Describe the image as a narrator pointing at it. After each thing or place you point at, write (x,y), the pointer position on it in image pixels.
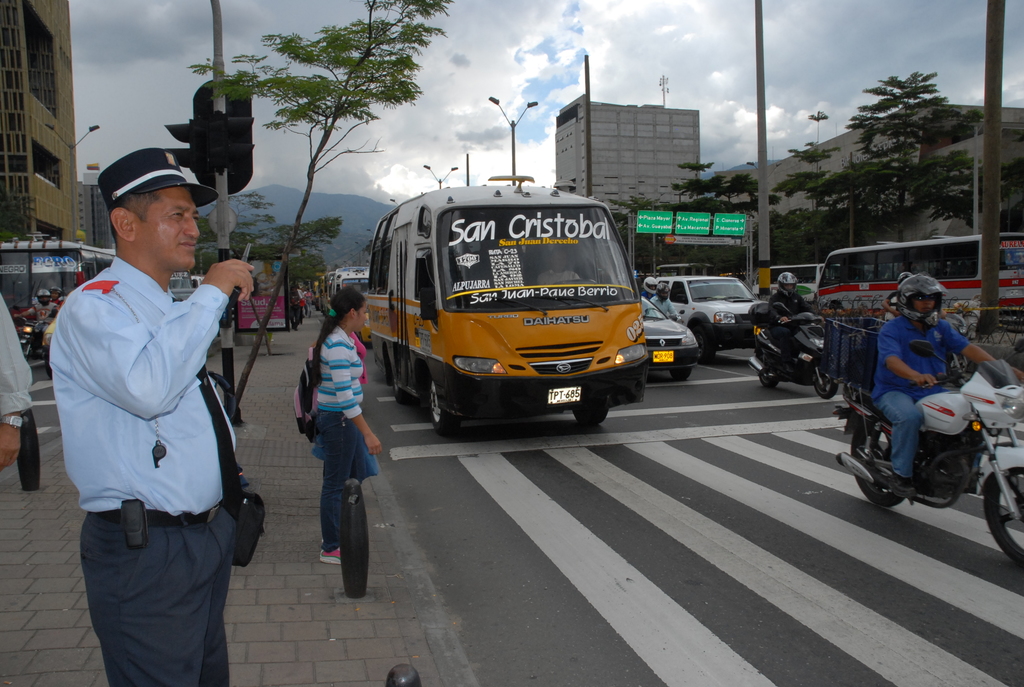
This is an outside view. Here I can see few vehicles (503,376) on the road (701,382). In the background (53,155) there are buildings (682,147). On the top of the image (561,40) I can see the sky (628,49). On the left side (142,303) there is a man (82,343) standing. On the right side (974,172) I can see poles (991,239).
